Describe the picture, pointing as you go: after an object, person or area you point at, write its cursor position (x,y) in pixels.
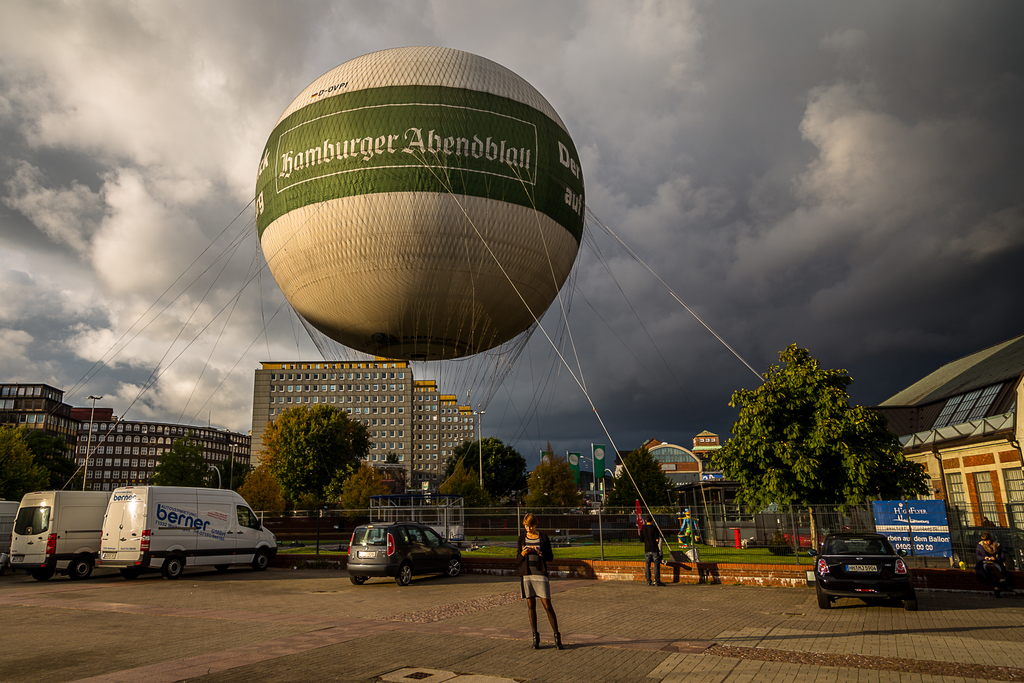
In the image we can see there are building (973,500) and trees (745,480) around. We can see there are even people (537,564) standing and wearing clothes (542,582). Here we can see there are vehicles (272,540) of different sizes and colors. We can even see grass (705,559), fence (427,514), trees (777,450), footpath (608,613), board (913,527) and the cloudy sky (678,104). Here we can see an advertising sky balloon (373,244) and the ropes (327,356).
